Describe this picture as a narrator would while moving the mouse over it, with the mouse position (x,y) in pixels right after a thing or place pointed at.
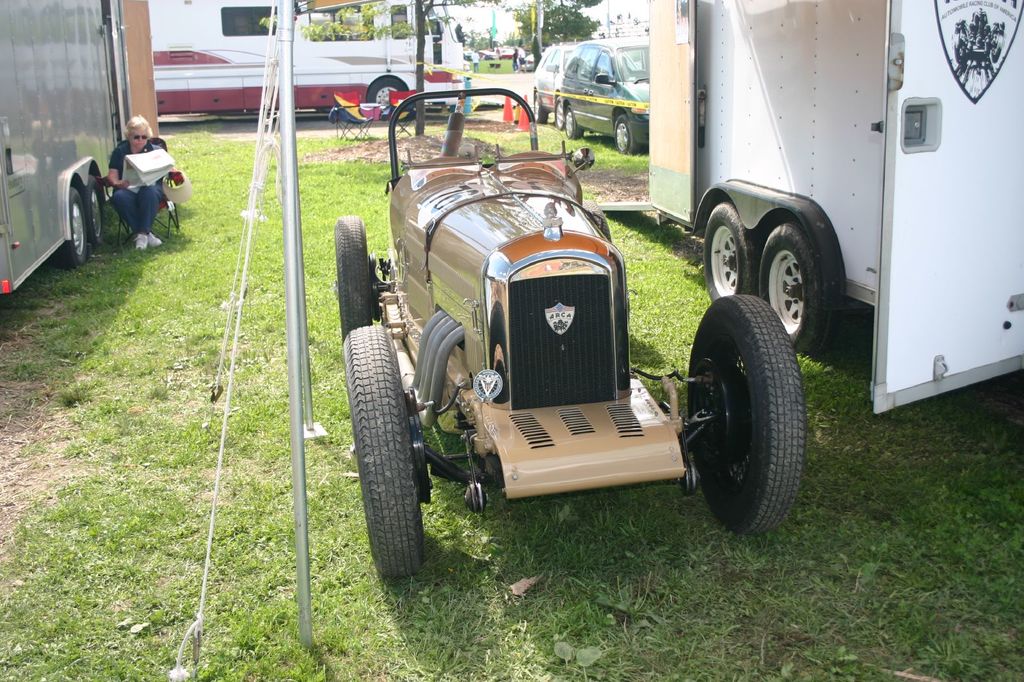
In this image I can see few vehicles (369,334), green grass (663,264), traffic cones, trees (555,23), poles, ropes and one person (151,202) is sitting on the chair (167,204) and holding something.
